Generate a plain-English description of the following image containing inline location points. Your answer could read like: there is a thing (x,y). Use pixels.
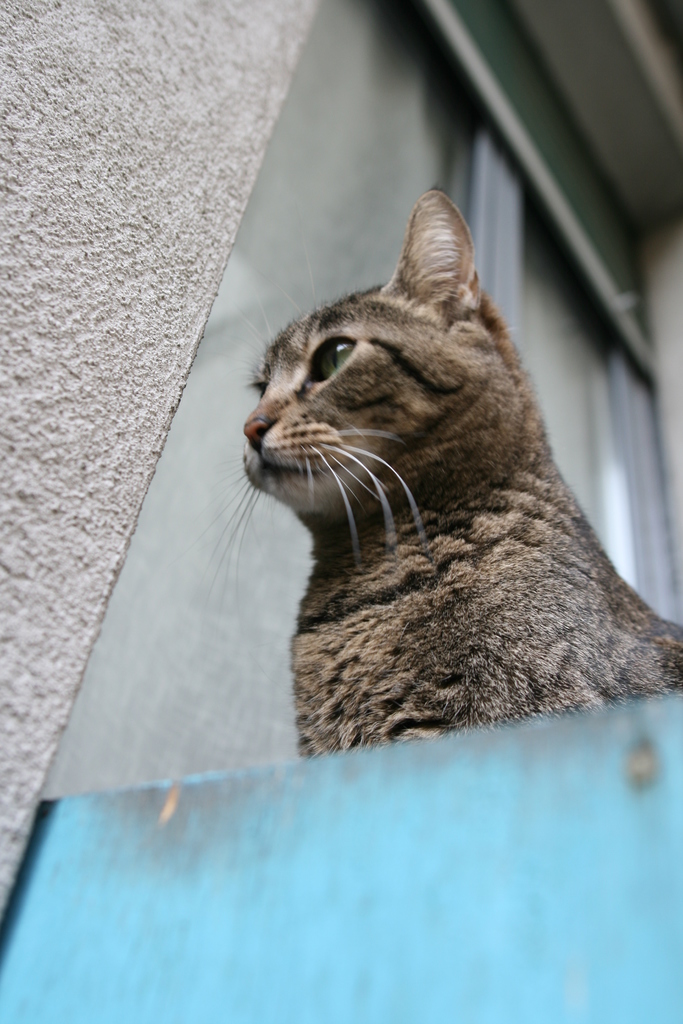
In the center of the image (311,433), we can see a cat (360,452) and in the background (278,504), there is a wall (207,236).
